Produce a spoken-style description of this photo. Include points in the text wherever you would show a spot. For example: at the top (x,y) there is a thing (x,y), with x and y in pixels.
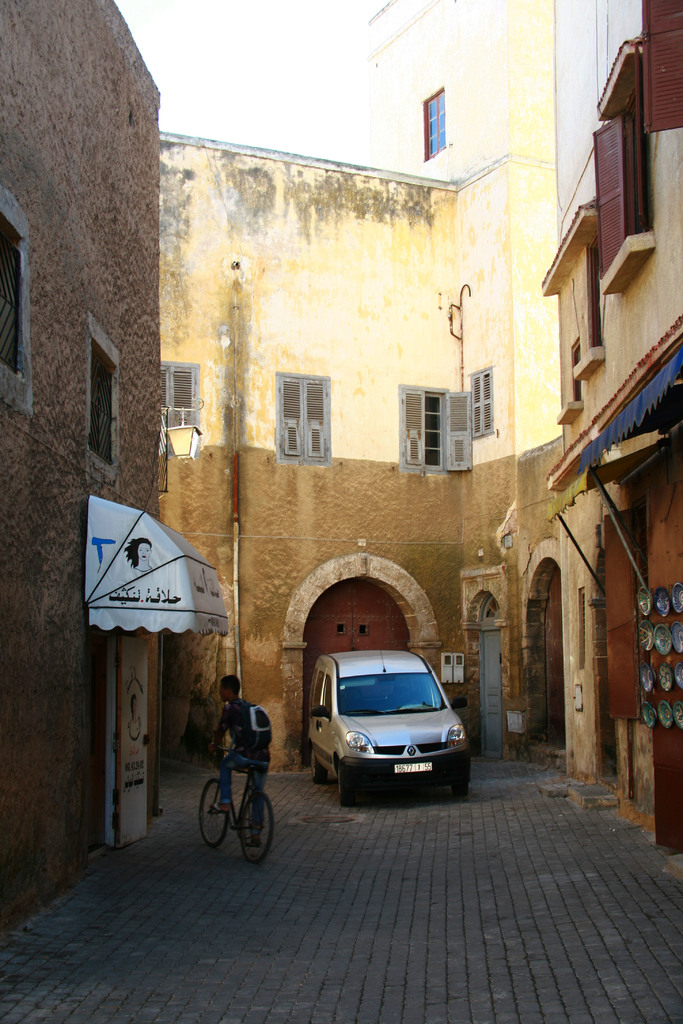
In this image, we can see buildings (544,351). There is a vehicle (413,708) in front of the door (308,661). There is a person (250,723) at the bottom of the image (233,799) riding a bicycle (228,823).
